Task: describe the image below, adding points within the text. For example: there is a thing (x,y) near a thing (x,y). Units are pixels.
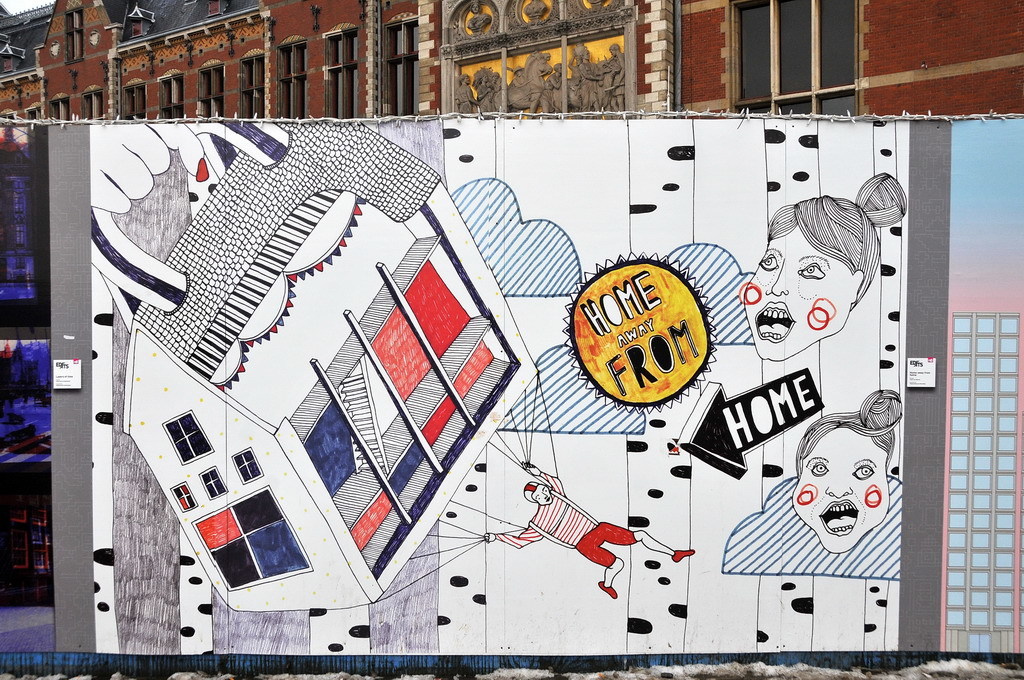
In this picture we can see cartoon board (638,502) on which there is a person's face (834,234) and a house (413,425). In the background (421,46) we can see building (217,45). On the top left corner (1,2) there is a sky (14,9).
